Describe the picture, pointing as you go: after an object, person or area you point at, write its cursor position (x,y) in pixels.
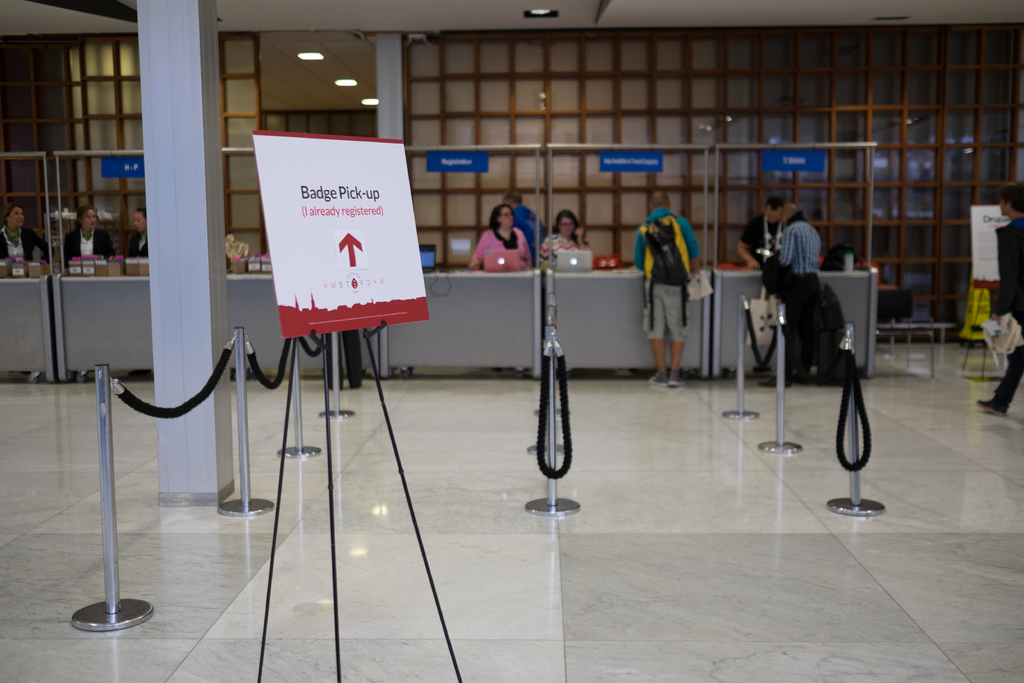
In the image we can see there are people (802,310) standing, wearing clothes (666,295) and some of them are carrying bags (660,272). Here we can see the stanchion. Here we can see the board (383,199) and text (341,189) on the board (322,213), we can even see the lights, floor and the background (233,53) is slightly blurred.
